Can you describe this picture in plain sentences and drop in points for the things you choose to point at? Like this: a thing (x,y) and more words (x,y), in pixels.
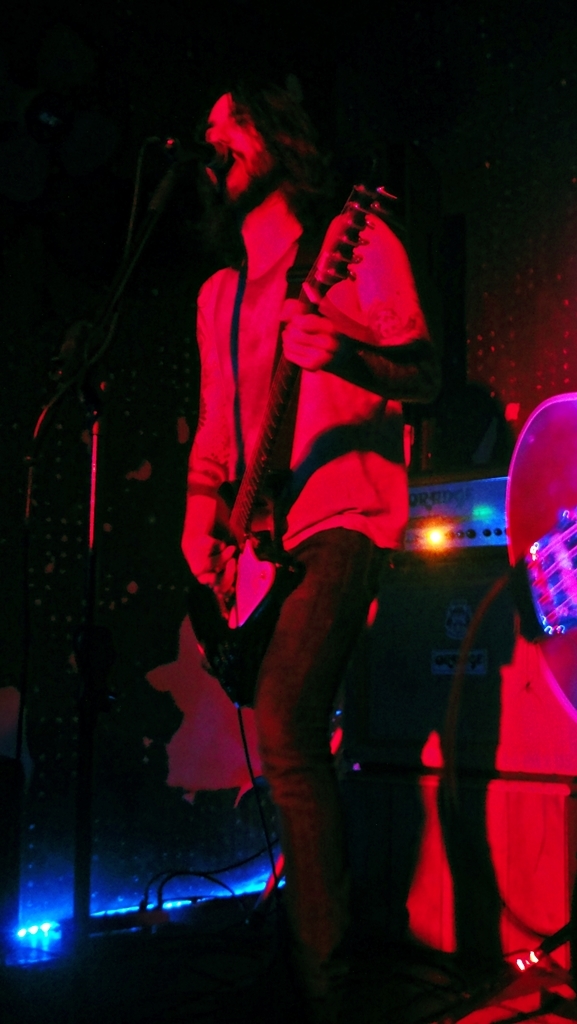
In this image there is one person (197,522) who is standing and he is holding a guitar (233,573) it seems that he is singing. In front of this man (319,354) one mike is there and in the right side of the image (440,538) there is one light (441,548).
